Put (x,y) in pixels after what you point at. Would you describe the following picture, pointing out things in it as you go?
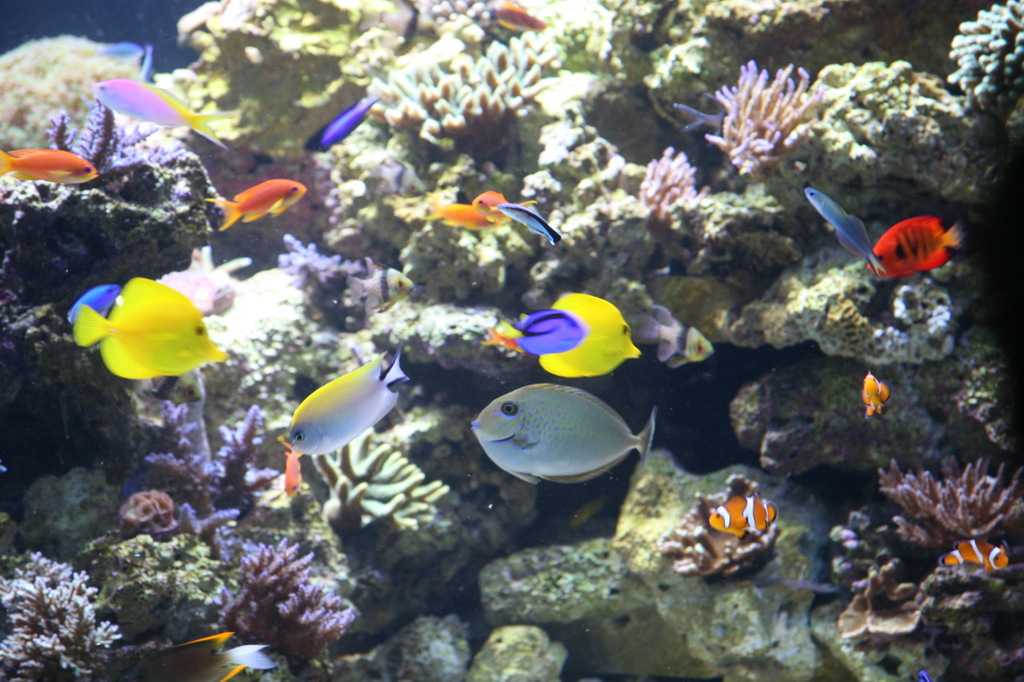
In this image we can see some fishes (497,458) inside the water (557,492). We can also see some stones (567,563) and the coral reef (10,656).
